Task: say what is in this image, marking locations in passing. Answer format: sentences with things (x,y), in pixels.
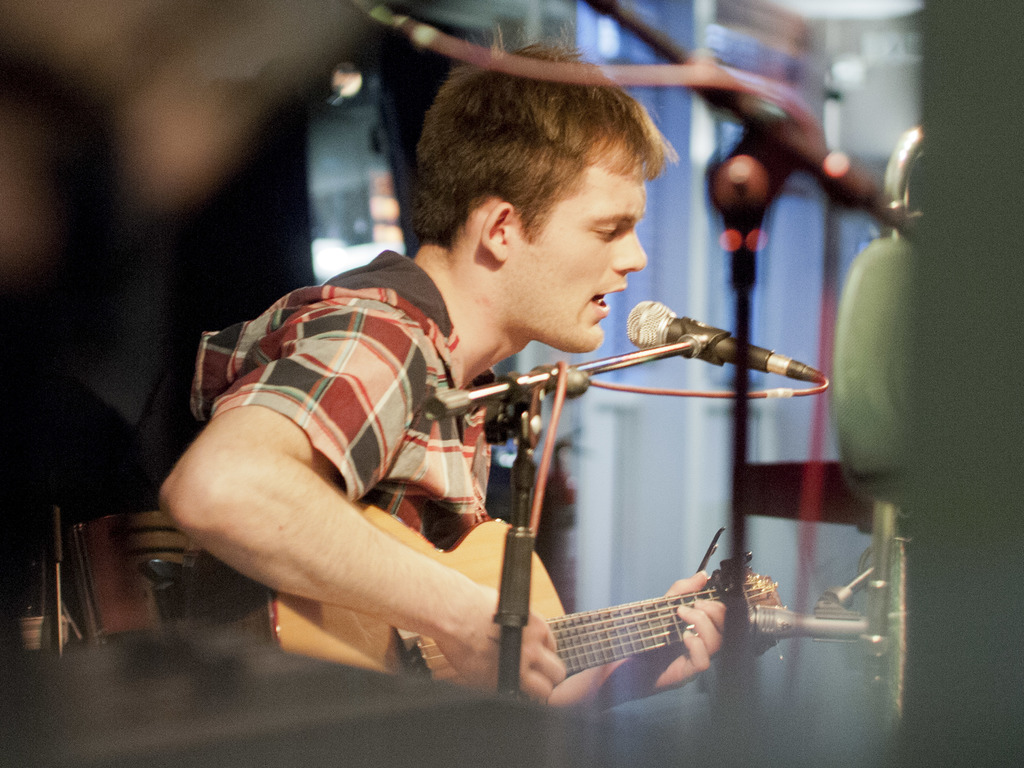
In this picture we can see man (555,160) sitting holding guitar (561,612) in his hand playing it and singing on mic (760,348) and in background (717,316) we can see some mic stands (733,213), wall (766,279).
